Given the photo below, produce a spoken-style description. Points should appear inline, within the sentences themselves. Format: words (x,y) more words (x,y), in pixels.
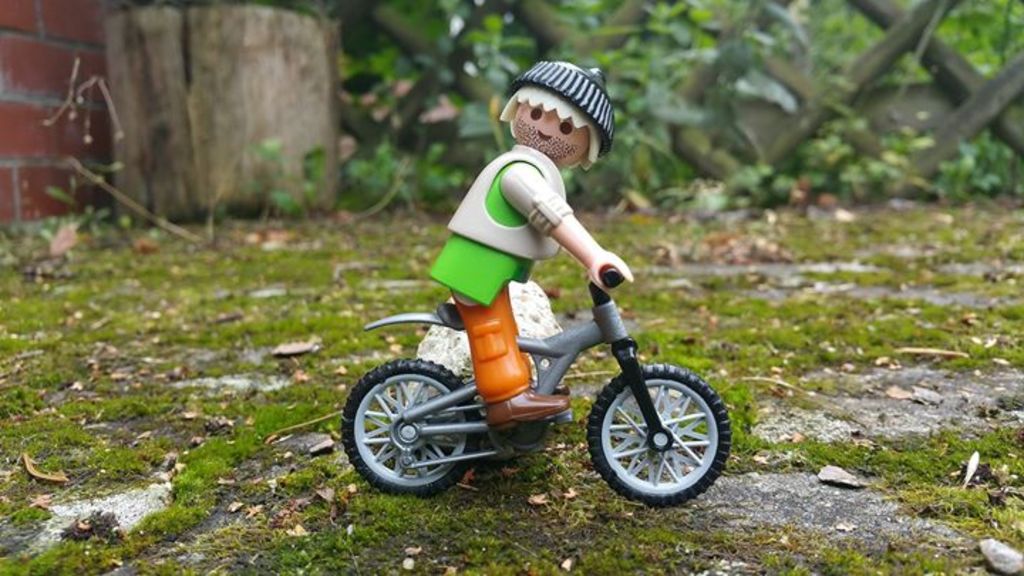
In this image I can see a toy person (526,382) is riding the toy bicycle (554,420). On the left side (85,158) it looks like a brick wall (85,74), at the top (423,167) there is the wooden fencing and there are plants (612,57).
